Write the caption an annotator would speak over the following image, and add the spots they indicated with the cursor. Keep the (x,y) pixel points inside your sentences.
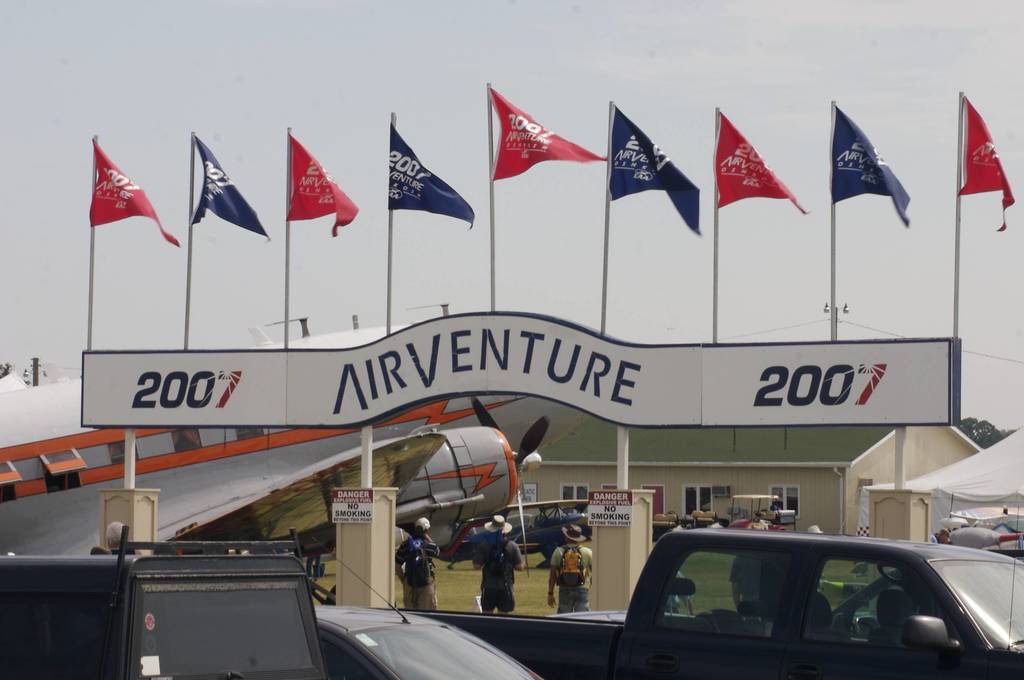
In the image we can see there are many flags (221,197), red and blue in colors. This is a plane (279,488), pole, text (600,354), tent (978,477) and a sky (670,86). We can see there are even people (579,600) standing wearing clothes (417,602), hat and they are carrying a bag (561,576) on their back (506,570). There are even vehicles (742,602).
